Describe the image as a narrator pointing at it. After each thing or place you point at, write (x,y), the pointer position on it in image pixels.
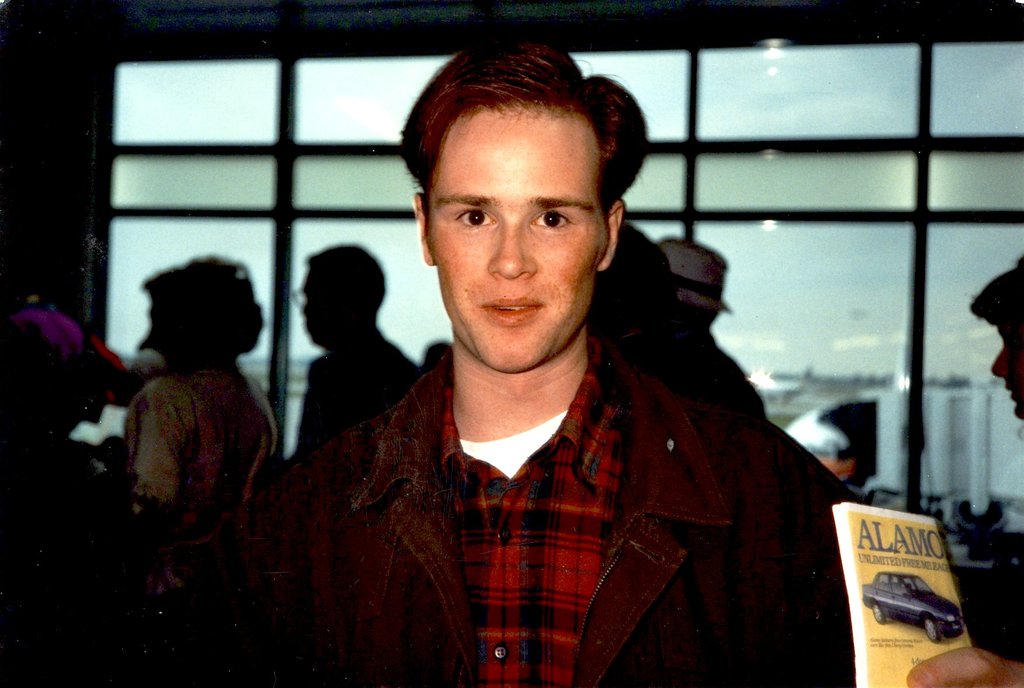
In this picture there is a man (634,546) wearing red color shirt (568,587) and jacket (624,514) standing in the front (540,659), smiling and giving a pose into the camera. Behind there are some persons (311,334) standing. In the background (264,276) there is a big glass wall (247,258).
